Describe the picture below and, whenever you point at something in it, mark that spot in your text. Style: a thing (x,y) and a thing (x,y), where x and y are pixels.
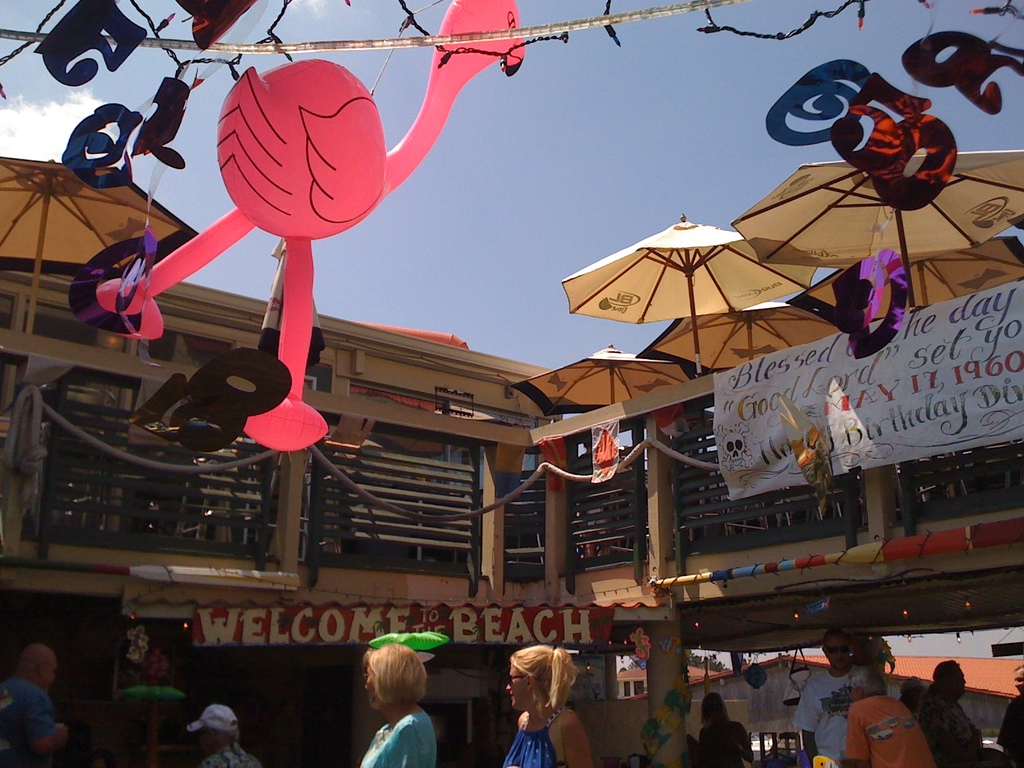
This image is taken outdoors. At the top of the image (527,180) there is the sky (417,90) with clouds (40,115). There are a few rope lights (179,46) and there are a few toys (338,206). In the background (492,521) there is a building (467,527) with walls (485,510), windows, railings (522,511), pillars (655,514), balconies (387,462), doors (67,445) and roofs (1011,666). There are two boards (473,616) with text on them. On the right side of the image (826,285) there are a few umbrellas (774,313) and there is a banner (870,384) with a text (869,424) on it. There are two houses (742,685). At the bottom of the image (48,669) there are a few people (840,697).
